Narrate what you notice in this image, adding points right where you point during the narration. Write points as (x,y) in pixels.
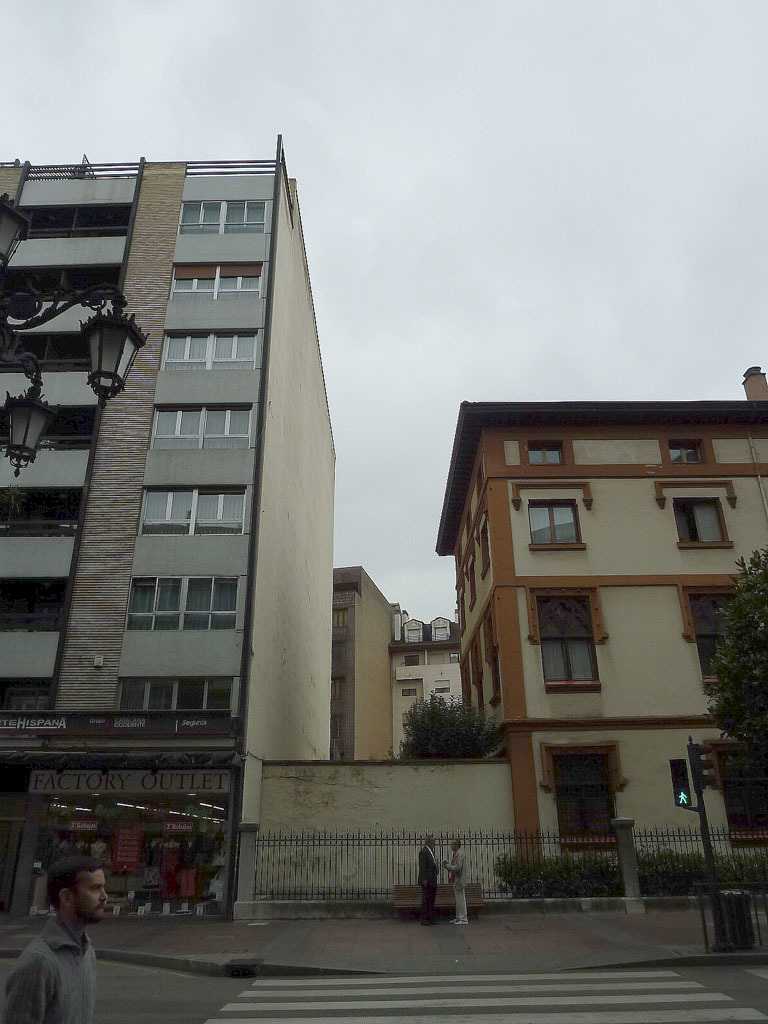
On the left side (67,882), there is a person (45,971). On the right side (649,1023), there is a zebra crossing (655,1020) on the road (492,989). In the background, there are two persons (464,909) standing on the footpath (286,927). Beside them, there is a bench (475,889), there are buildings (591,733) and there are clouds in the sky (413,155).
